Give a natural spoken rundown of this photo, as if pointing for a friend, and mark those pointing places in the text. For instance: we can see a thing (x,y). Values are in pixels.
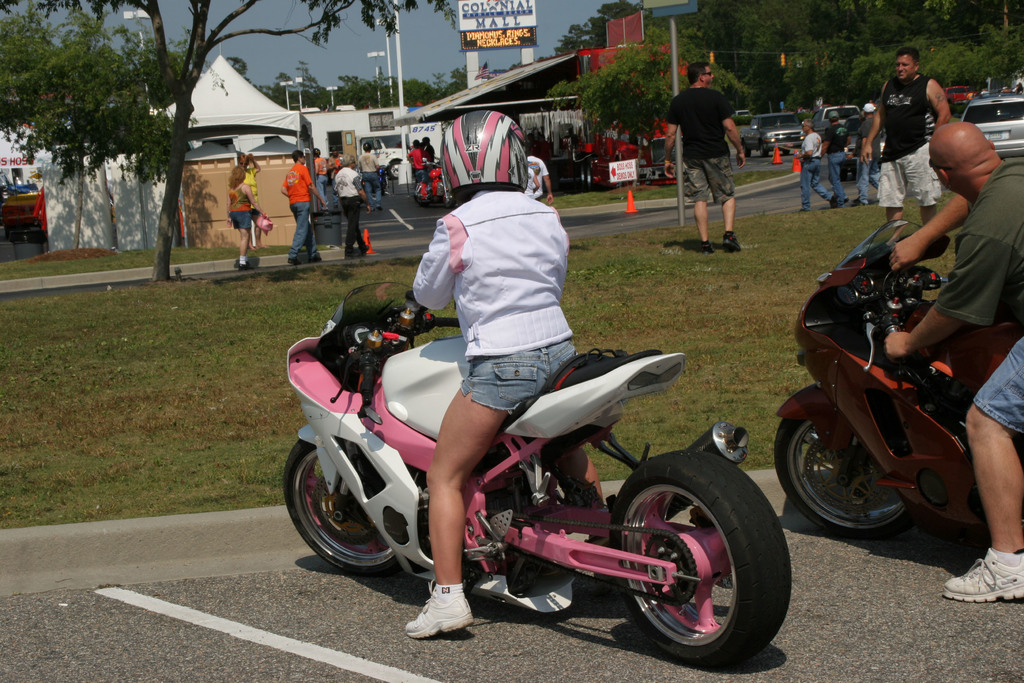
In this picture there is a woman (481,329) who is sitting on a motor bicycle (594,422). There is a man (975,298) who is also sitting on a motor bicycle (918,405). There are some people (359,208) who are walking on the path (406,192). There is a traffic cone (627,206), tree (92,124), some cars (750,130), a board (627,173), tent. There is some grass (189,384).
